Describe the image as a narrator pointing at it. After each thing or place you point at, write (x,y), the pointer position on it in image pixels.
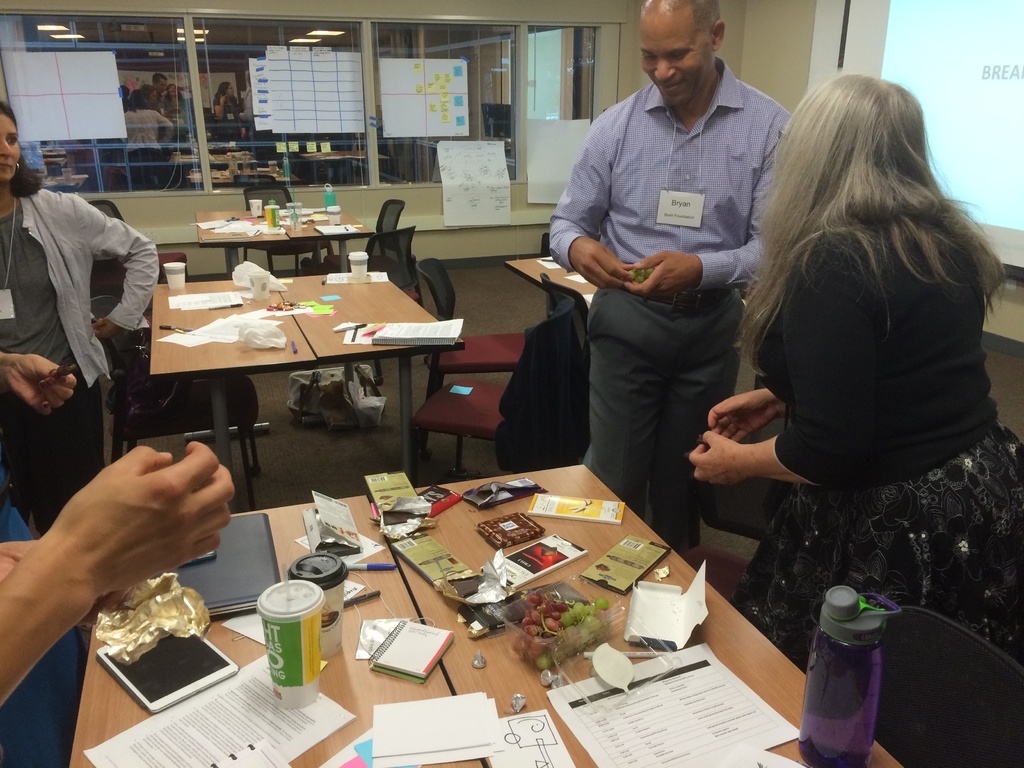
In this image I can see few people (906,449) standing. I can see a bottle (843,670), papers (674,716), file (217,559), cup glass (288,643) and some objects (416,652) on the table (474,764). I can see few chairs (534,341). Back I can see few white chart papers (387,115) attached to glass window (340,152).
